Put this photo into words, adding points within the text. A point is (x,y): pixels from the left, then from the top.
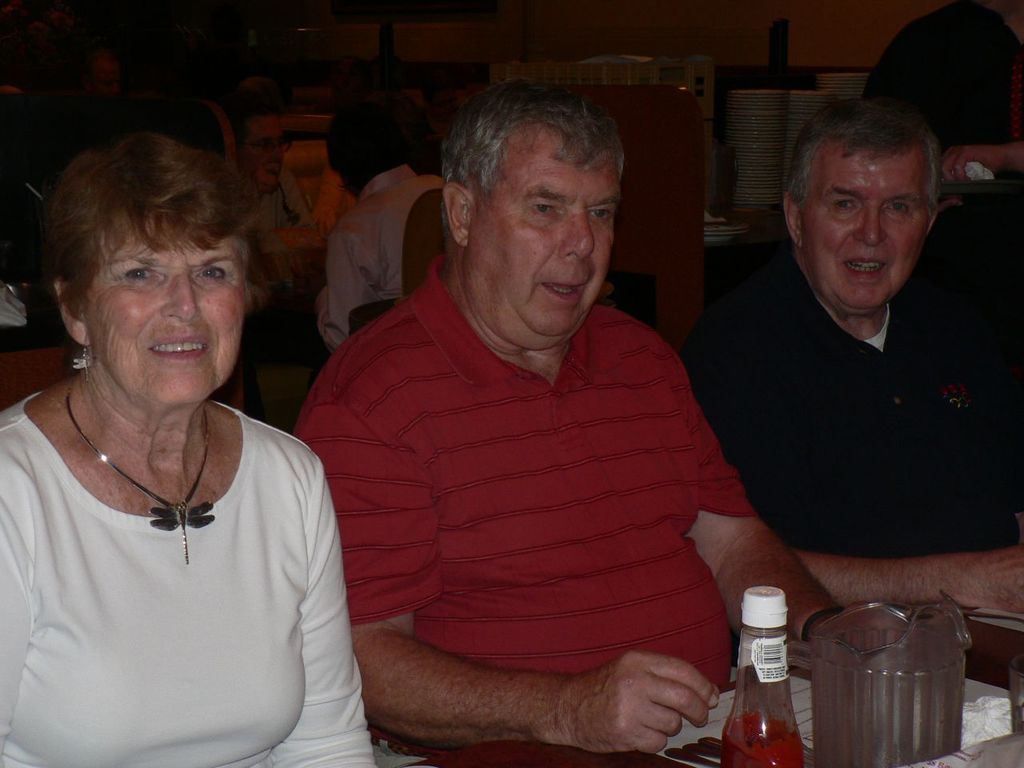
In this image we can see a group of people (793,463) sitting on chairs (197,126). In the foreground (778,705) we can see a bottle (788,695) a jug (898,700) and some spoons (713,756) placed on the table (599,765). In the background (723,232), we can see the group of plates (742,175), baskets (651,69) placed on the surface (760,222) and a television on the wall (561,15).
